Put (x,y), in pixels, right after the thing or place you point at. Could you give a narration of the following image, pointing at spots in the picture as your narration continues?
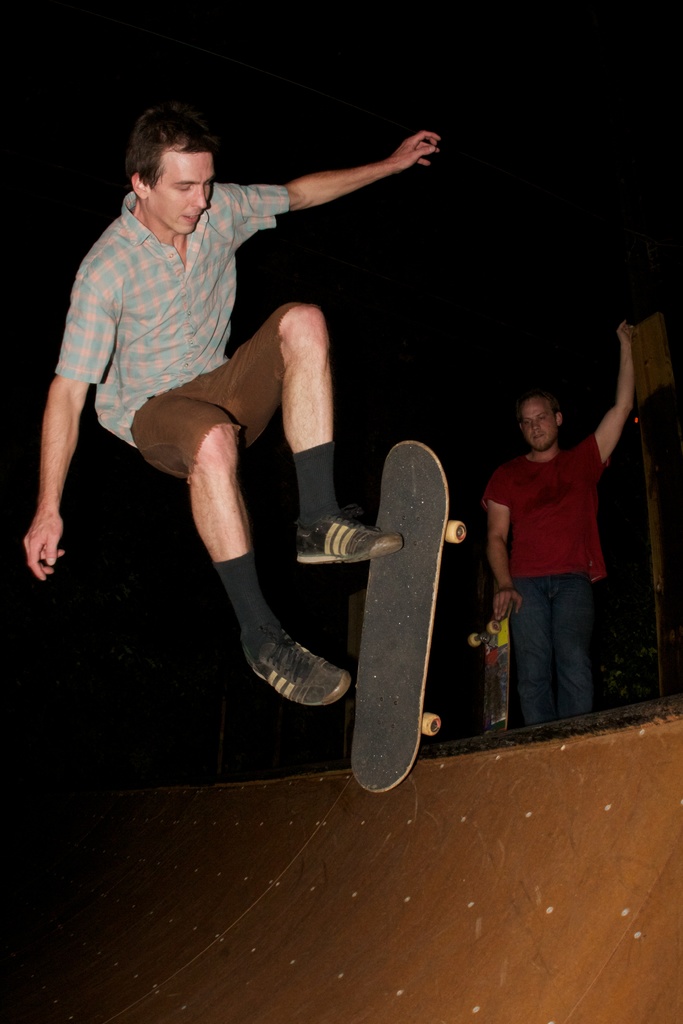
In this image, there are a few people (499,544). Among them, we can see a person (499,587) holding a skateboard (488,655). We can see the ground (488,915) and some poles (660,372). We can also see an object (670,642) on the right (671,375). We can see the dark background (551,104).
